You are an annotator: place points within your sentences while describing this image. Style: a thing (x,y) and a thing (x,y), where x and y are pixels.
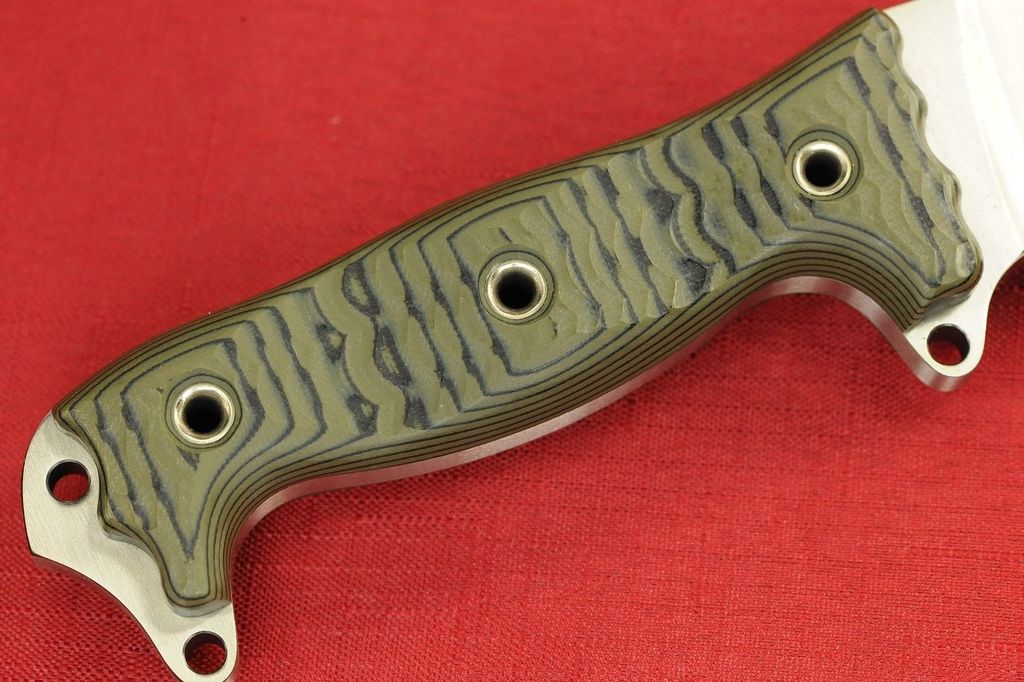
In this picture, we see a metal knife (450,321) on the red color cloth (475,41).
